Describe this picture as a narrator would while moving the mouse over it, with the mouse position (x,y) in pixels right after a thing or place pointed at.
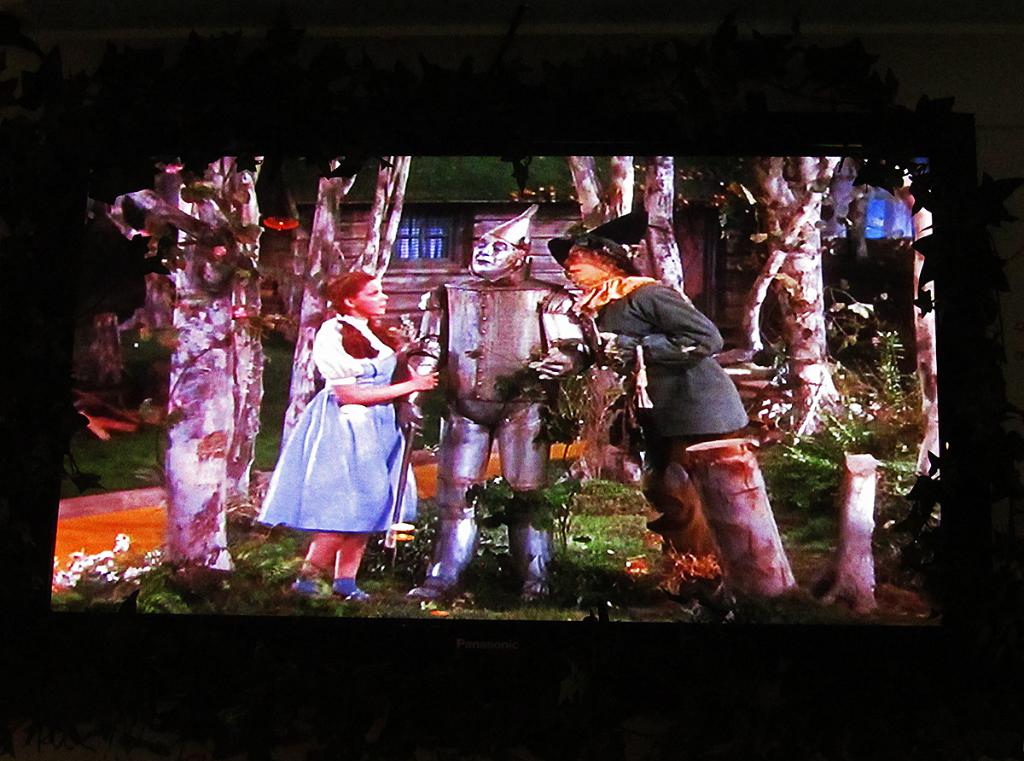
This image consists of a screen (149,532) on which I can see two persons (359,443), a robot (465,457) are standing on the ground (496,608) and in the background (571,231) there are some trees (374,246) and a house (412,204).
